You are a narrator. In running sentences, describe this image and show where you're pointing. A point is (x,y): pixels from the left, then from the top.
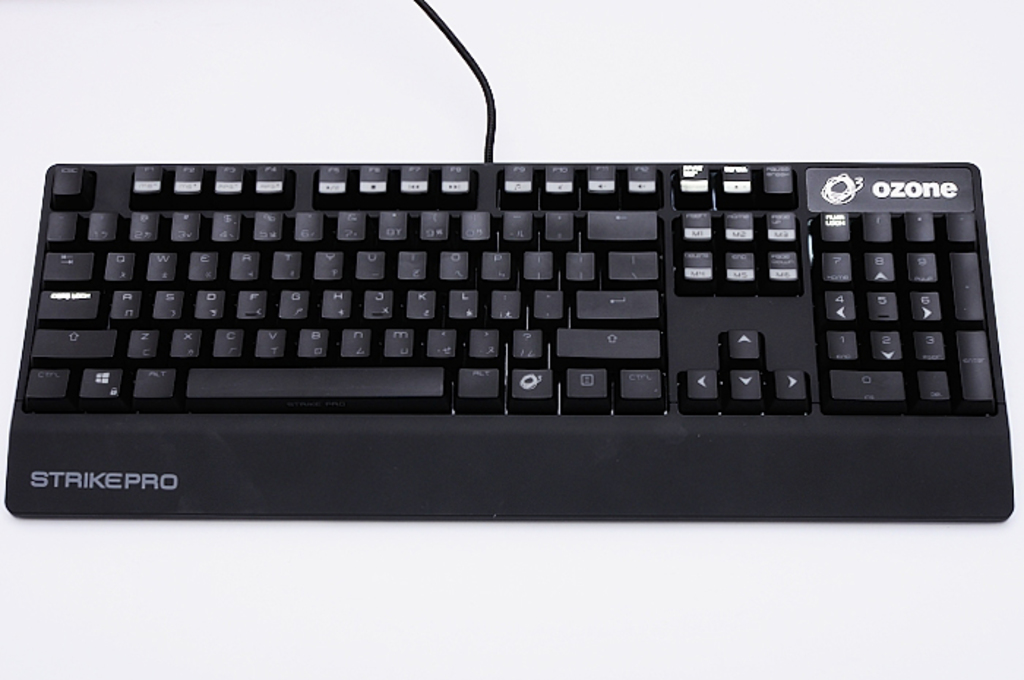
This picture shows a black color keyboard (80,379) on the table (202,28).
